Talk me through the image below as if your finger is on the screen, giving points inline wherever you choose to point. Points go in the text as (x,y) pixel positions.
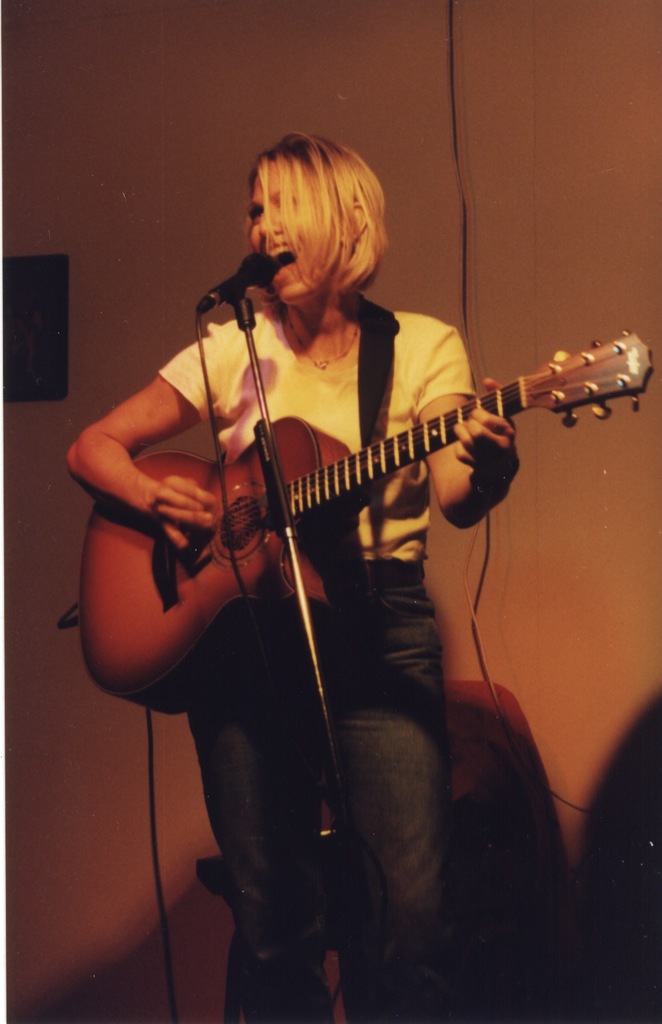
This picture is taken inside a room (356,115). Here, we see woman (300,385) in white T-shirt (325,398) is holding guitar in her hands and she is playing it. She is even singing song on the microphone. Behind her, we see a wall (242,97) which is brown in color and on wall (75,309), we see a photo frame (40,315).
